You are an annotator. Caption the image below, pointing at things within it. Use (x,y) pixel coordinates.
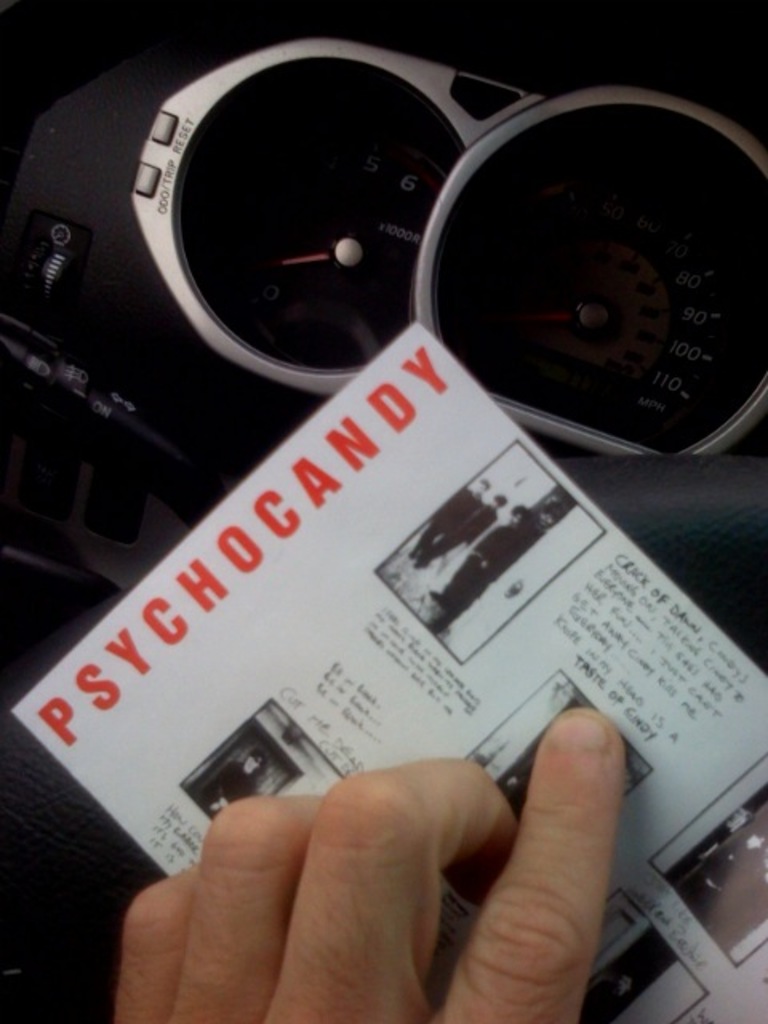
In this picture I can see a person's fingers (421,893) in front (382,875) and I can see a paper (426,520) on which there is something written. In the background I can see the speedometers (426,169) and few buttons (172,122).
